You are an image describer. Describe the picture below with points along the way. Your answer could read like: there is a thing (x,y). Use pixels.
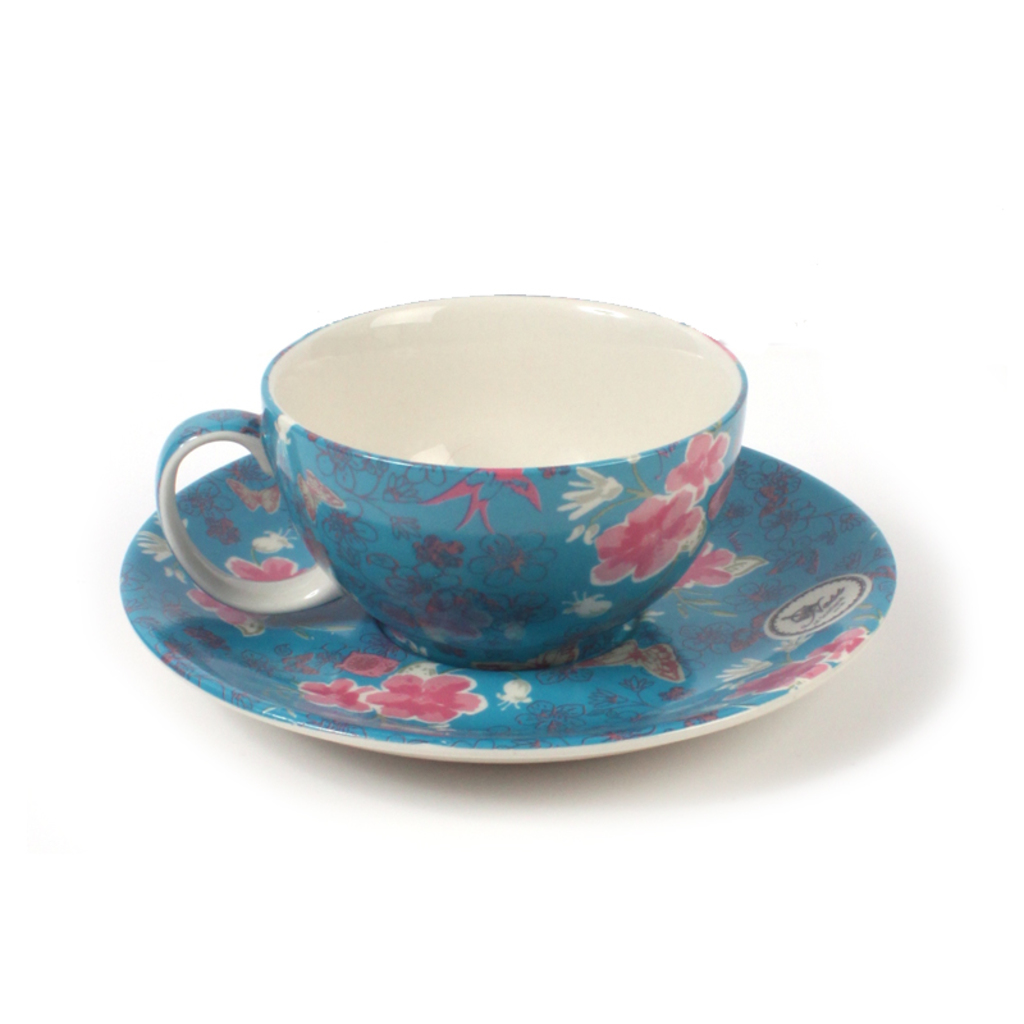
In this image we can see a cup (506,524) on the saucer (603,687) and a white background (240,91).
